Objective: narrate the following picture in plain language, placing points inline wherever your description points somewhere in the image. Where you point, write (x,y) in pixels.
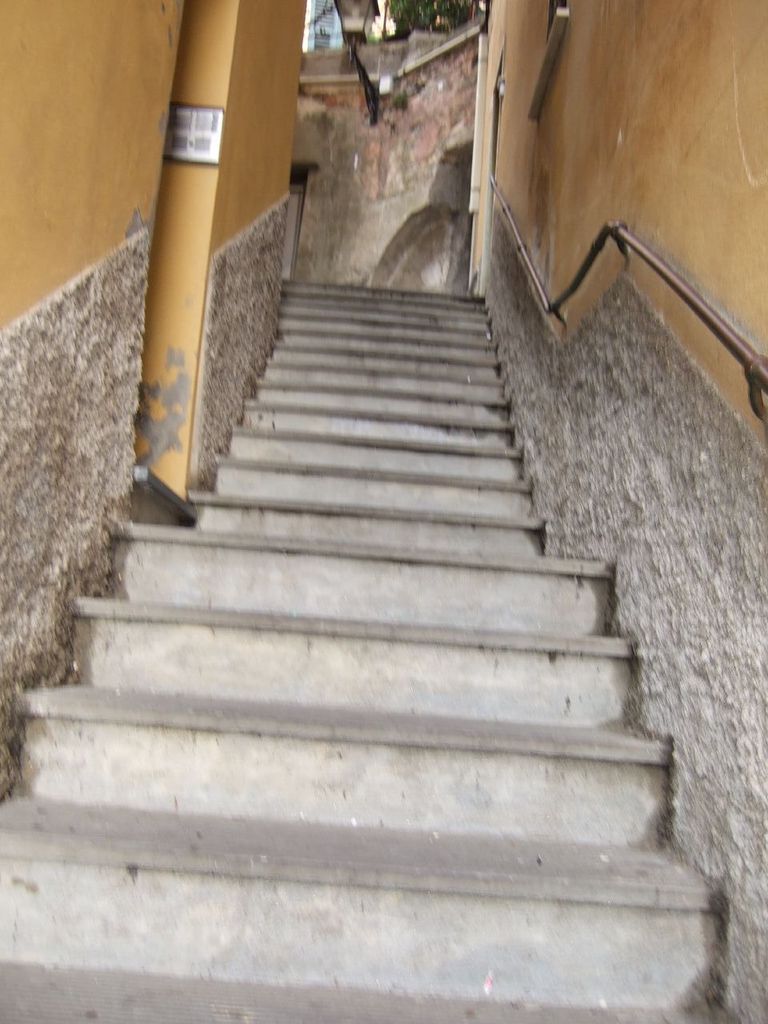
These are stairs (339,706), this is wall (122,270).
